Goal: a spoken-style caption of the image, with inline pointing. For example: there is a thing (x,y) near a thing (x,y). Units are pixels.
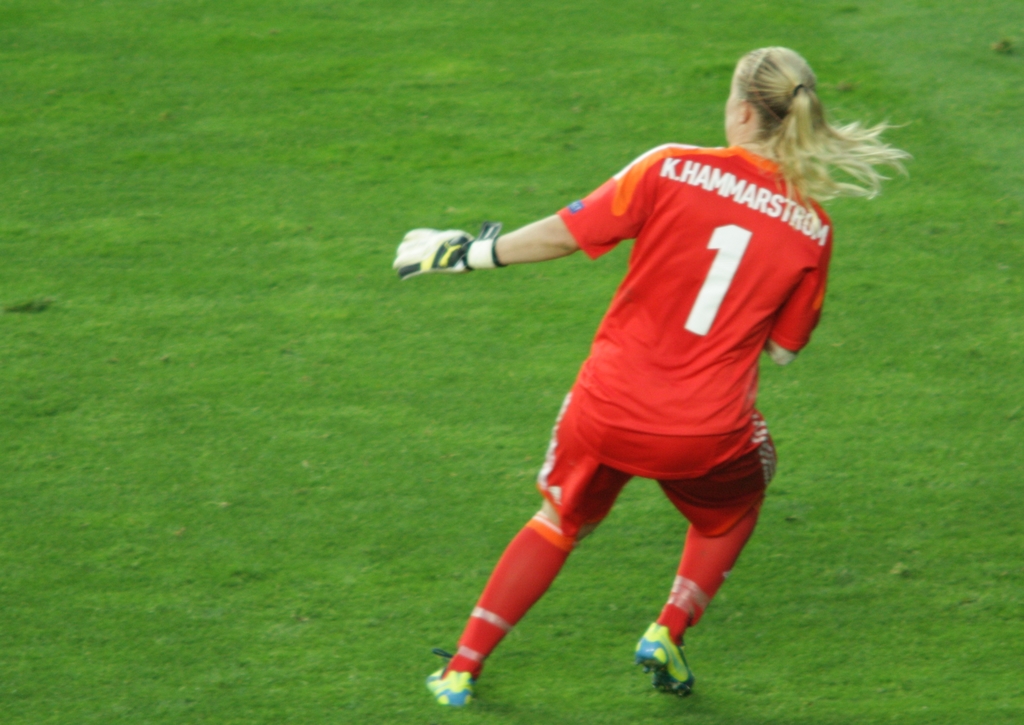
In this image there is one person (711,405) standing on the right side of this image (700,351) is wearing red color dress (651,416), and there is a ground (304,263) in the background (443,443).
